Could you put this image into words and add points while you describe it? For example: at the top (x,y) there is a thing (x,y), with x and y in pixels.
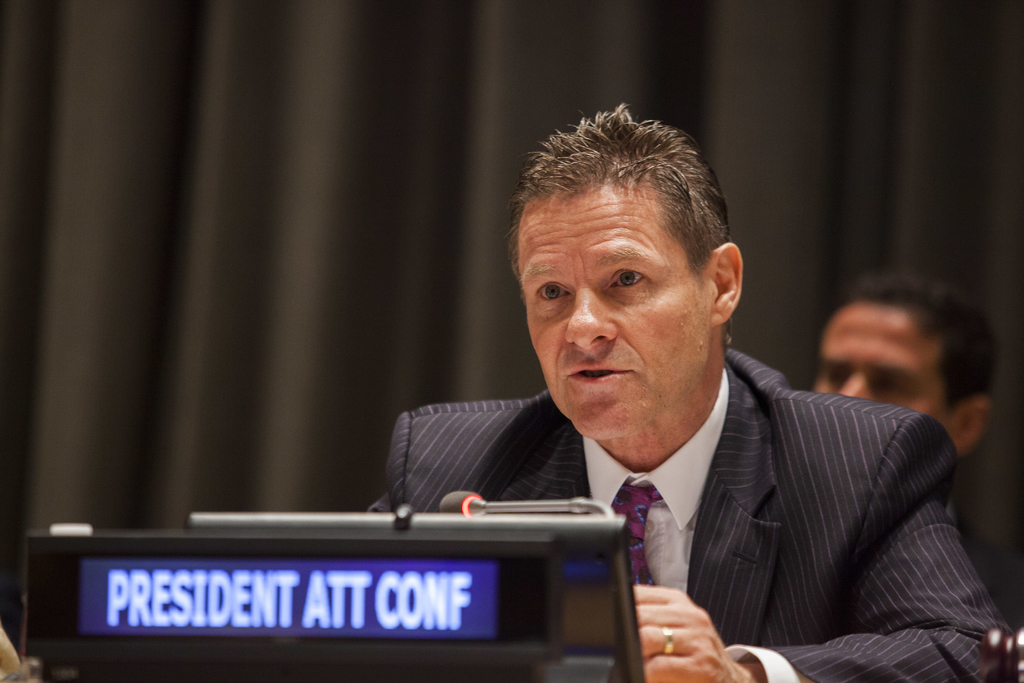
In this image I see a man (404,459) who is wearing suit (801,494) which is of black in color and I see that he is wearing white shirt (657,486) and a tie (642,495) and on this screen (472,579) I see words (429,617) written and I see a mic (477,506) over here. In the background (257,432) I see the black color cloth (495,152) and I see a man's face (864,356) over.
